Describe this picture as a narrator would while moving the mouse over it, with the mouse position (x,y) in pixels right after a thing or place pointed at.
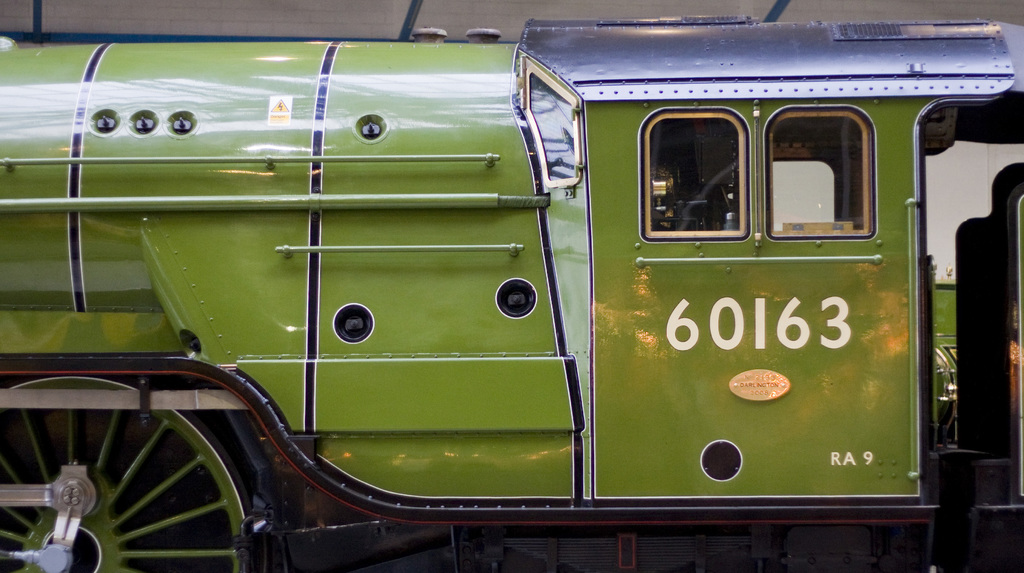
In this image there is a train (398,435). The train (346,313) is in green color. There is some number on the train (105,352). There is a wheel (162,415) on the left bottom (165,500). There are windows (691,205).
